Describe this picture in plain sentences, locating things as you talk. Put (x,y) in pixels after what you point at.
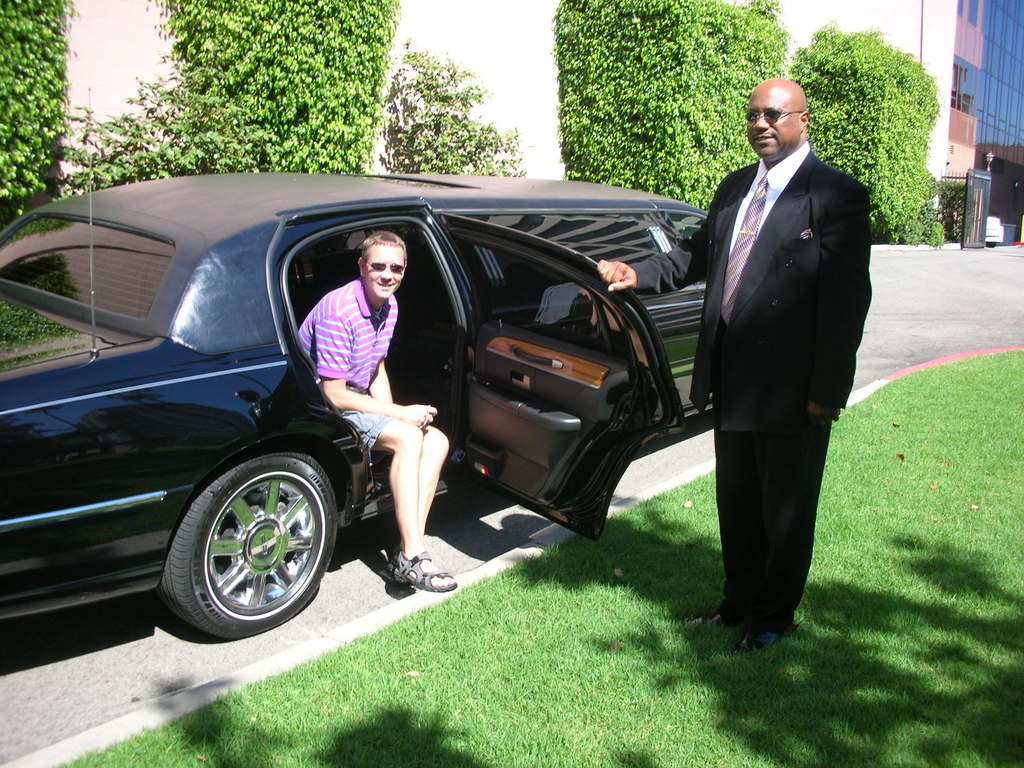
There is a car (245,313) on the road (185,650). Inside the car (359,439) there is a man (364,340) with the violet t-shirt (354,341), he is sitting. And the men (770,321) with the black jacket (785,281) is standing on the grass (728,647) and he is opening the door (562,298). In the background (319,98) there are some trees (699,77). And to the right corner (985,78) there is a building (992,70) with the gate (985,202).
